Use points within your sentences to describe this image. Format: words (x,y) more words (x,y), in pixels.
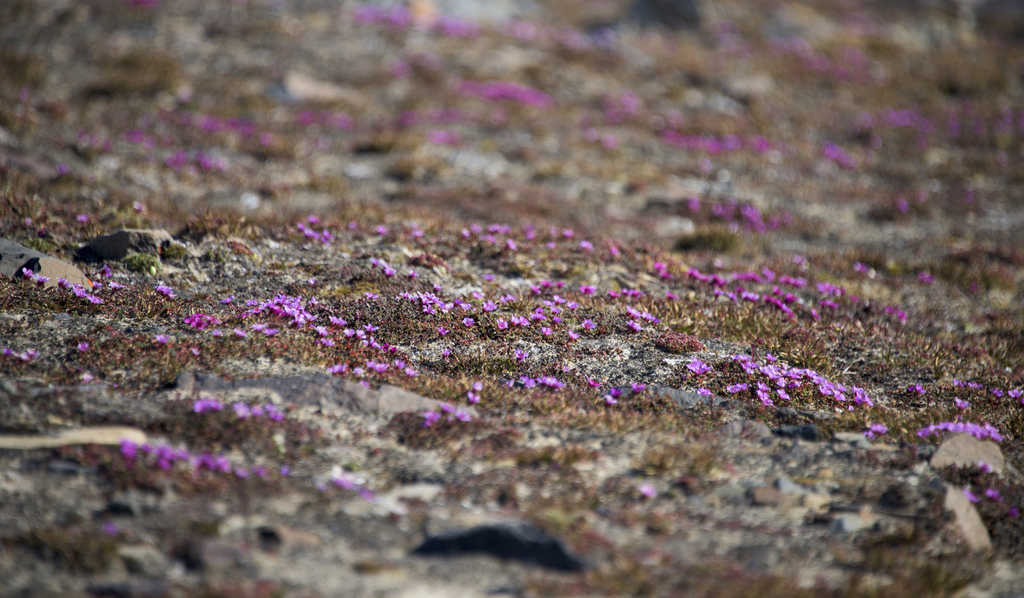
In this image we can see group of flowers (509,239) on the ground (405,344). The background of the image (317,190) is blurred.
